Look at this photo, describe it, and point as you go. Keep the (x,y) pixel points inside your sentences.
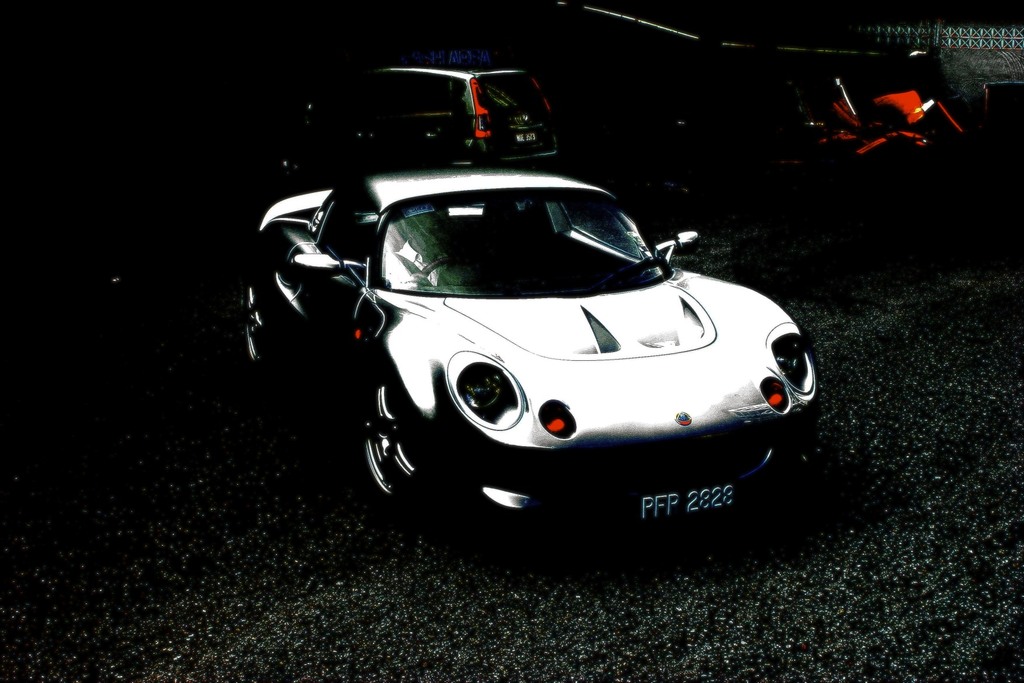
In this picture we can see two cars (530,205), we can see a number plate (689,505), glass (538,260) and lights (484,393) of this car (728,370), at the bottom (693,610) there is road (627,607).
